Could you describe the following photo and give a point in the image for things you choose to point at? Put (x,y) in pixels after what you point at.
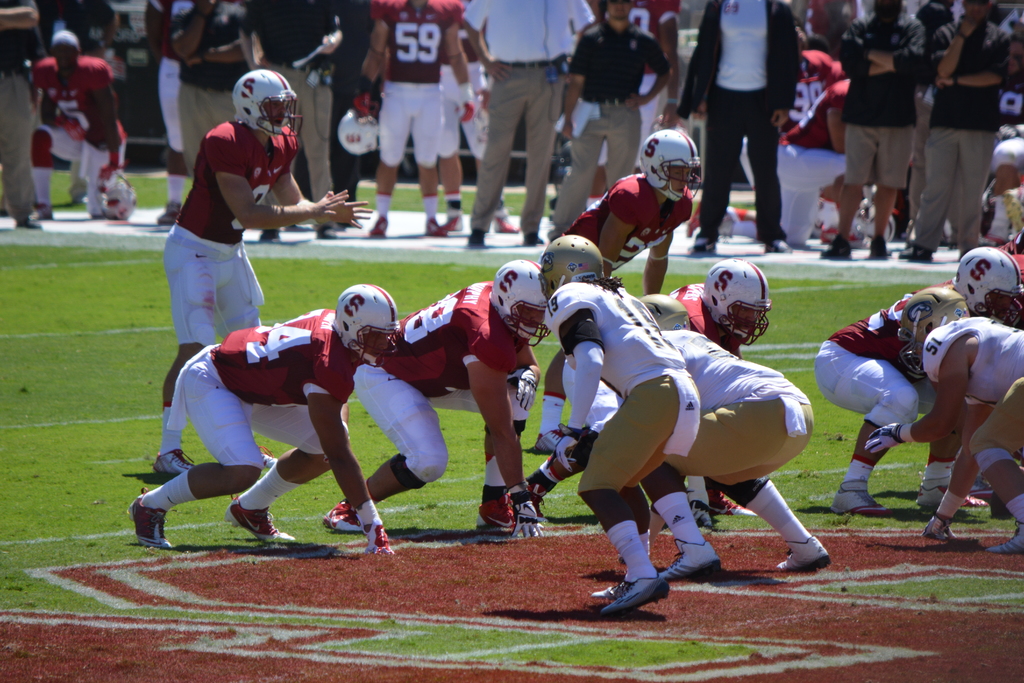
In the image we can see there are people (712,432) playing, they are wearing clothes (616,407), socks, shoes (267,513), gloves (389,543) and helmet (548,295). This is a ground (321,496) and there are many people (519,6) standing. This is grass (103,509) and white lines (134,577) on it.
